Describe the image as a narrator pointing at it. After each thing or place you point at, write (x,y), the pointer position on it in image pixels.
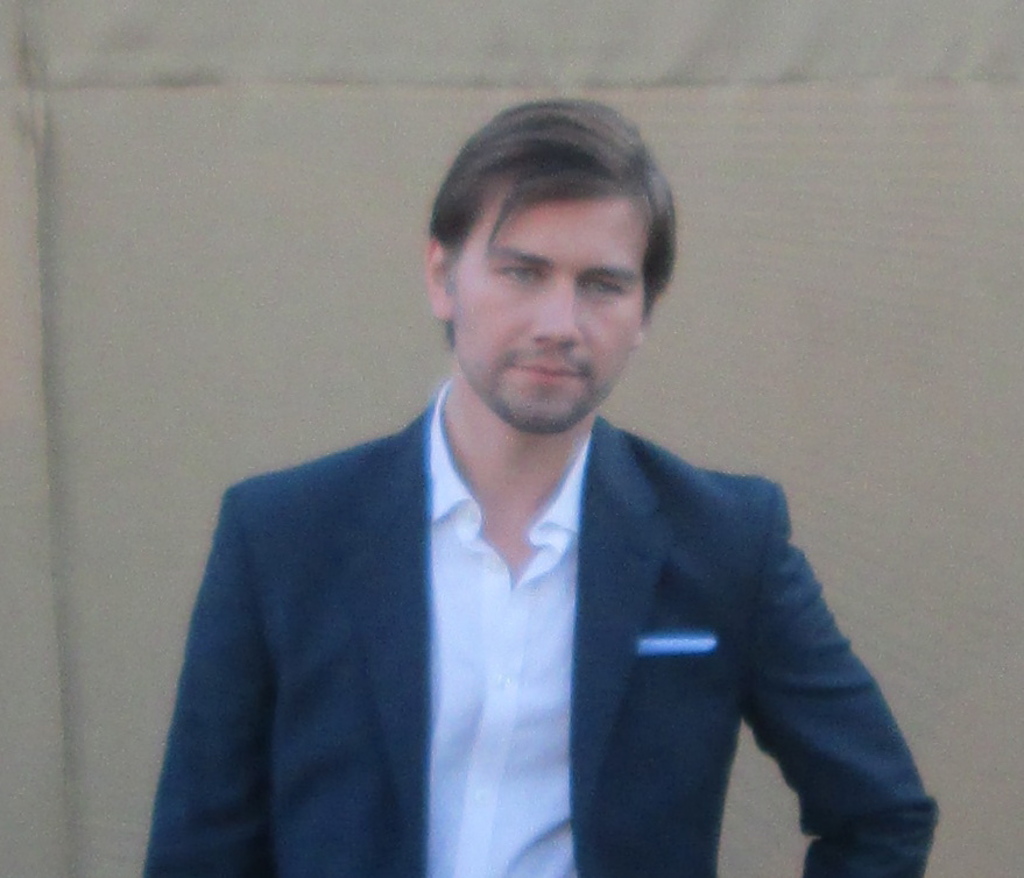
In this image there is a person (658,495). There is a light brown color background (795,220).
